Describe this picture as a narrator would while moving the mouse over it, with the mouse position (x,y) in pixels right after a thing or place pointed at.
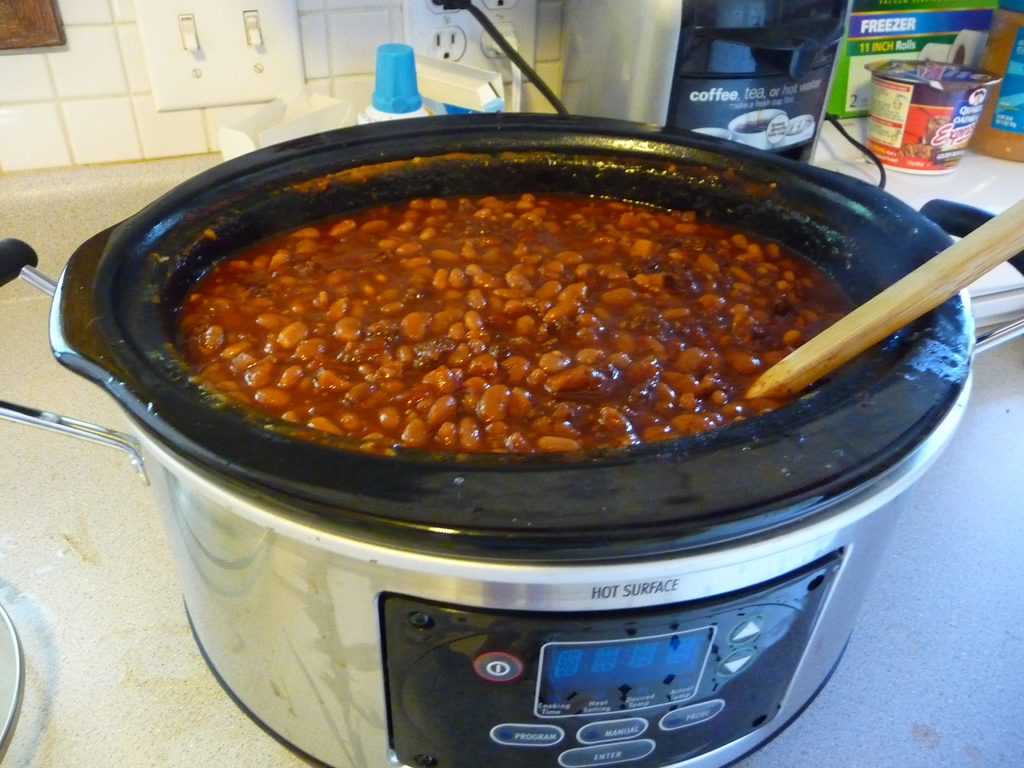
In this image we can see a bowl (436,510) with some food (595,348) and a spoon (905,289), also we can see a coffee machine (793,65), cup (931,109), bottle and some other objects (304,128), in the background (276,68), we can see the wall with switch board (178,52) and sockets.
